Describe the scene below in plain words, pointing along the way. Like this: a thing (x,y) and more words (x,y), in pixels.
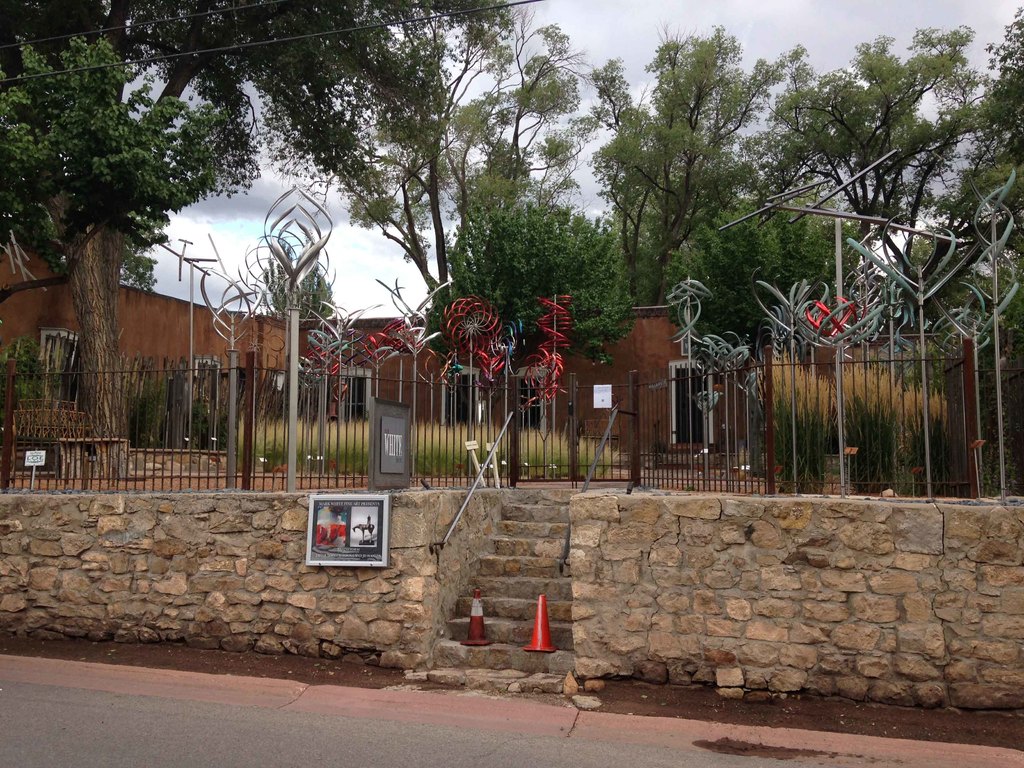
This image is taken outdoors. At the bottom of the image (331,720) there is a road (482,741). At the top of the image (575,34) there is the sky (609,27). In the background (136,327) there is a house (157,320) and there are many trees (117,307) and plants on the ground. There is a railing (252,449) and there are many poles (291,427). There is a brick wall (455,574) and a few stairs (486,595). There are two safety cones (480,621) on the stairs (506,621) and there is a board (333,532) with an image (333,532) and there is a text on it.
